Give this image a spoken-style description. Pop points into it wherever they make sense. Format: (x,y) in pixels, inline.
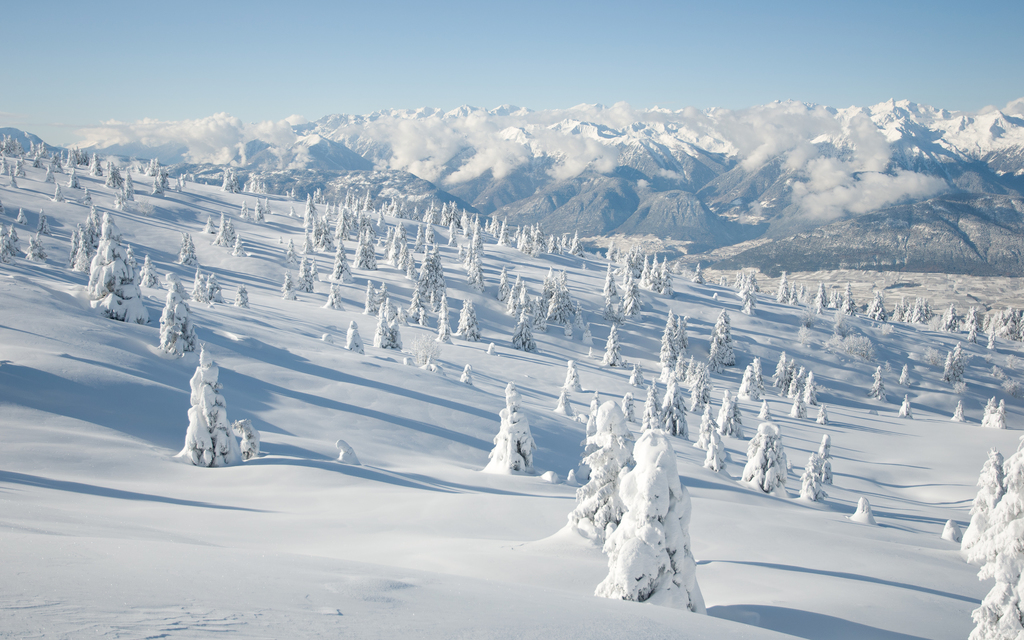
In this image I can see trees (723,410), mountains (719,240) and the sky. This image is taken near the ice mountains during a day.
